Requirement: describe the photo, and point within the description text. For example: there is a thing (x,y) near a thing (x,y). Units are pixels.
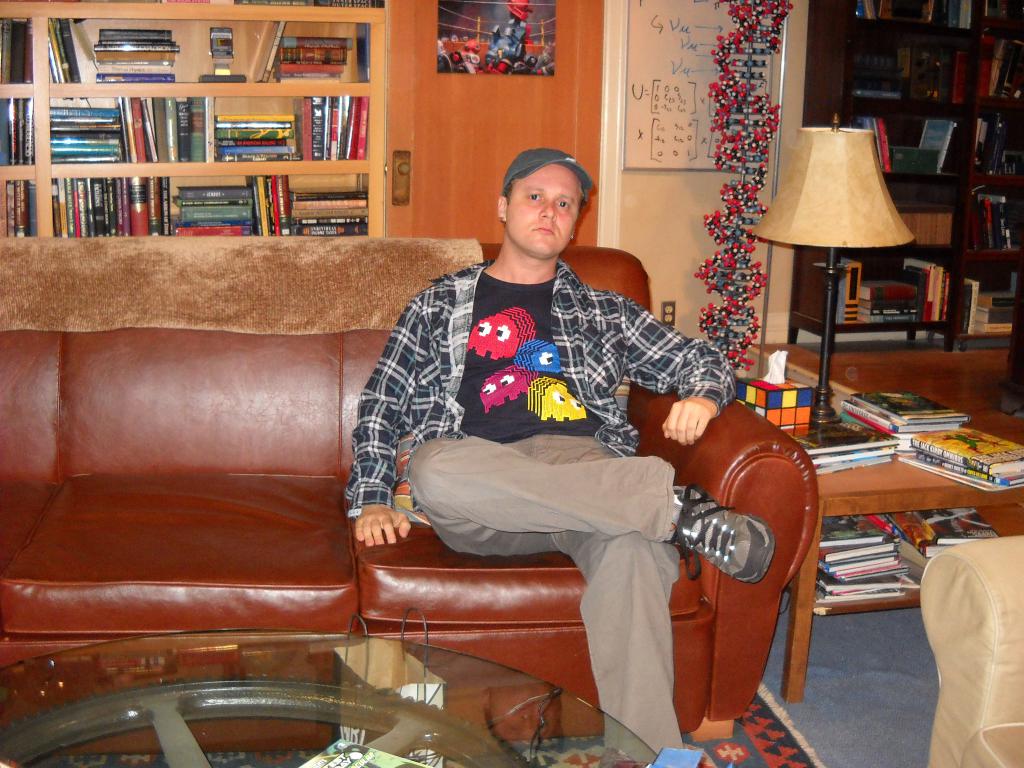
In this image I can see a man (712,412) is sitting on a sofa (329,458), I can also see he is wearing a cap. In the background (264,201) I can see number of books (15,193) and a lamp (881,225).
